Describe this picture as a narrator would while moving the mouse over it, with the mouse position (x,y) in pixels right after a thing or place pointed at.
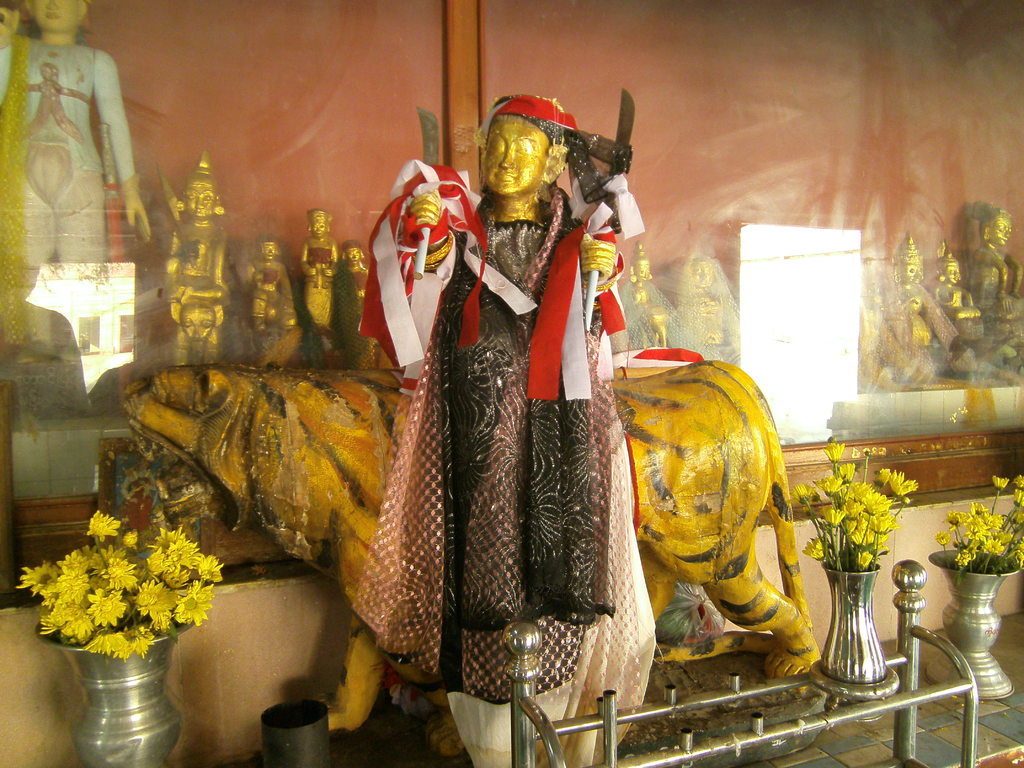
In this picture we can see a statue (616,590), flower vases (1015,503) and metal rods (802,726), and also we can find idols (190,343).
